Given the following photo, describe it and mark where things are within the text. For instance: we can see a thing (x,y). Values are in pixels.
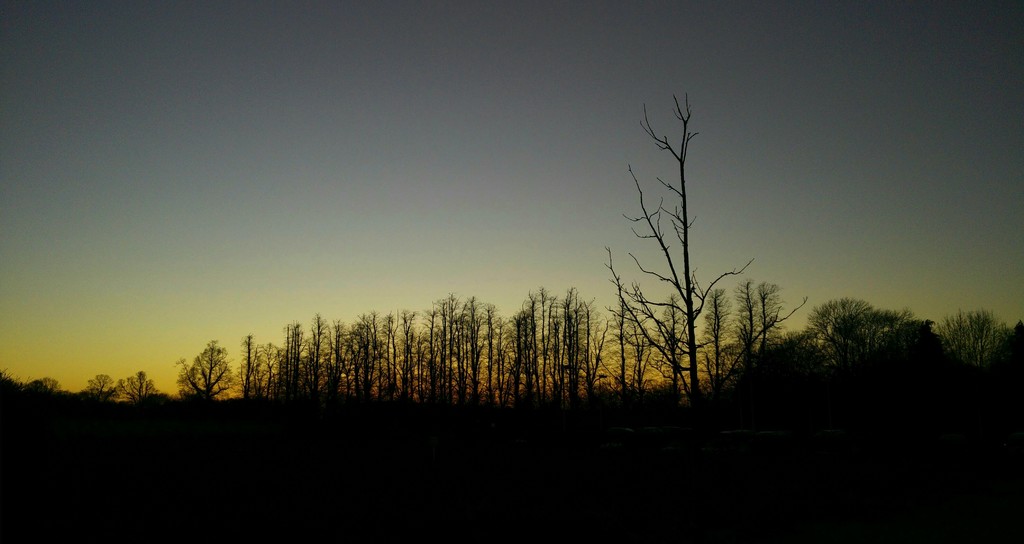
In this picture I can see trees (501,398) and I can see sky (461,211).
